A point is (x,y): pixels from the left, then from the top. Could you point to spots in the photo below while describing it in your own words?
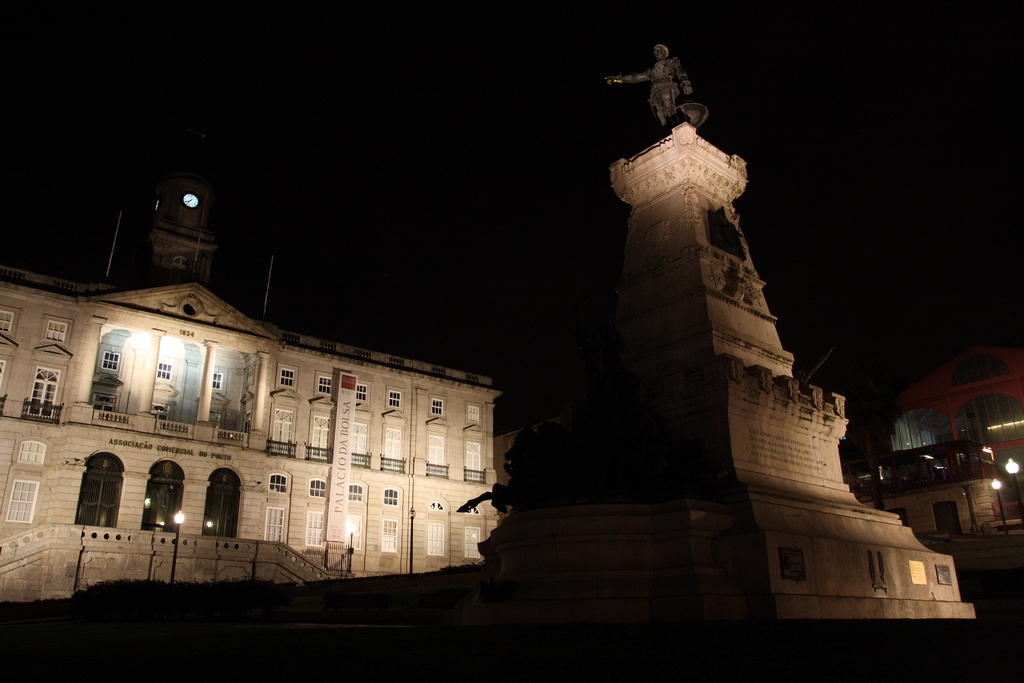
In this image there is a statue (498,534). There is a building (424,382). There are windows (325,439). There is a clock (195,204).
